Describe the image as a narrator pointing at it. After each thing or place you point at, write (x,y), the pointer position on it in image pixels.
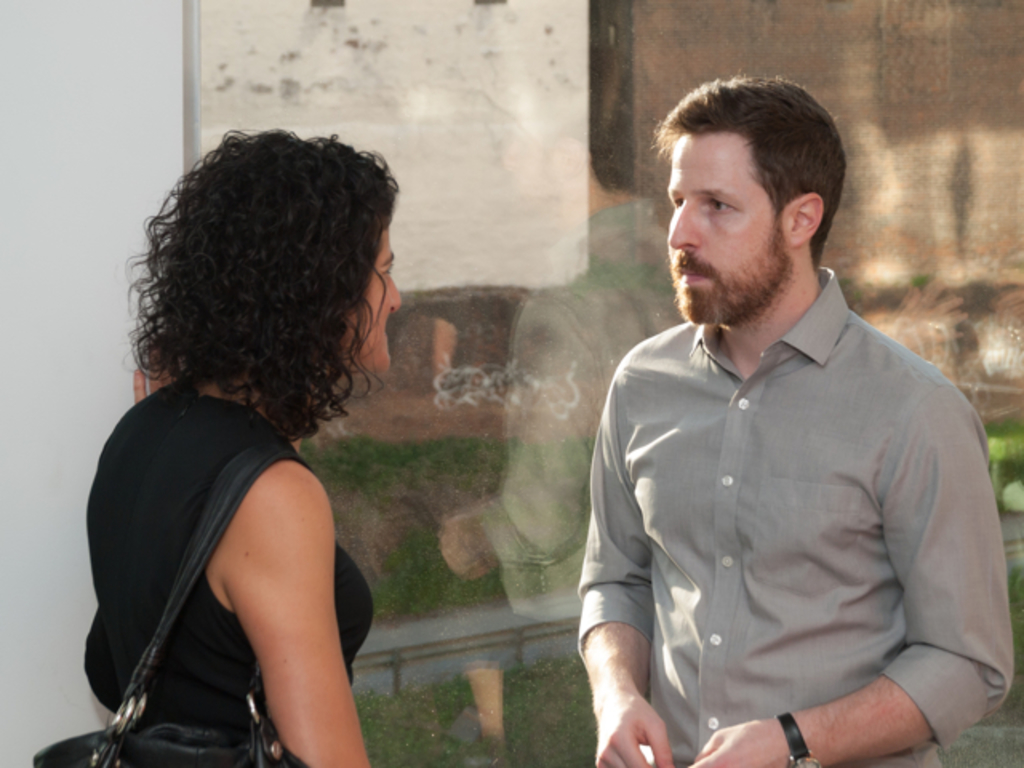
In this picture, we can see a few people (629,422), and in the background (603,215) we can see the glass (468,265) and some reflections (646,266) on the glass (612,297).
